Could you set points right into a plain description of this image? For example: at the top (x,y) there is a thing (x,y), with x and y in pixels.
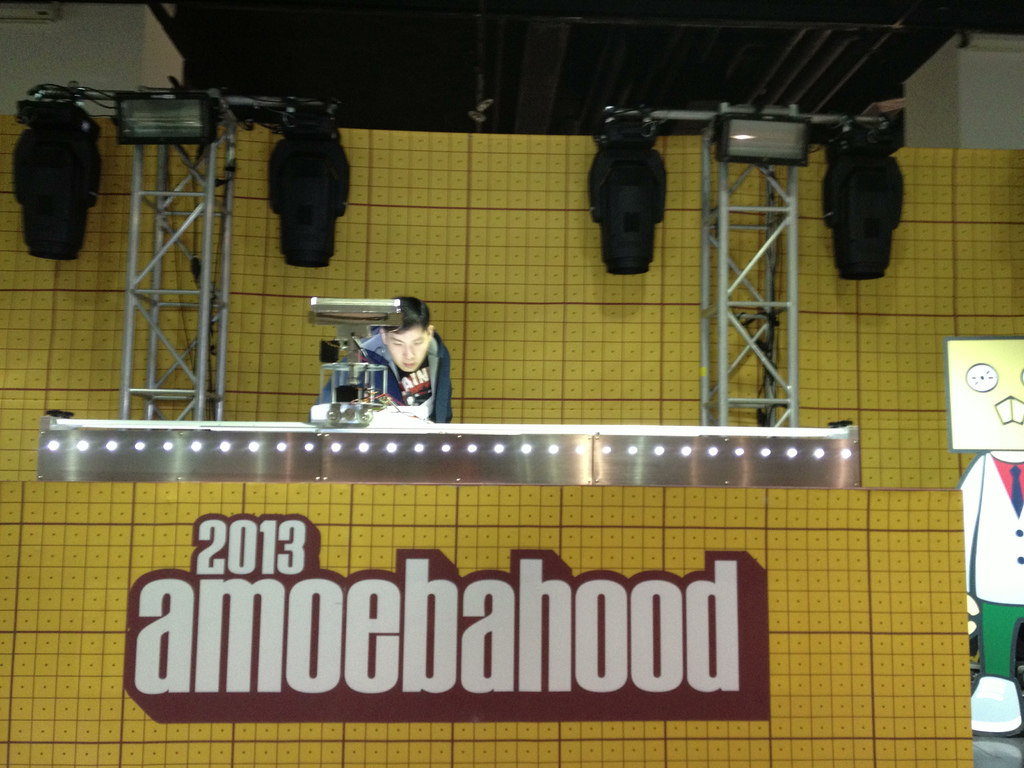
This picture seems to be clicked inside the hall (450,479). In the center (430,391) we can see a person (399,344) standing and seems to be working and we can see the text (416,645) and the numbers (262,557) on an object (109,519) and we can see the metal rods (765,328), focusing lights (741,132), roof (850,34), wall (57,333) and many other objects (201,453).
